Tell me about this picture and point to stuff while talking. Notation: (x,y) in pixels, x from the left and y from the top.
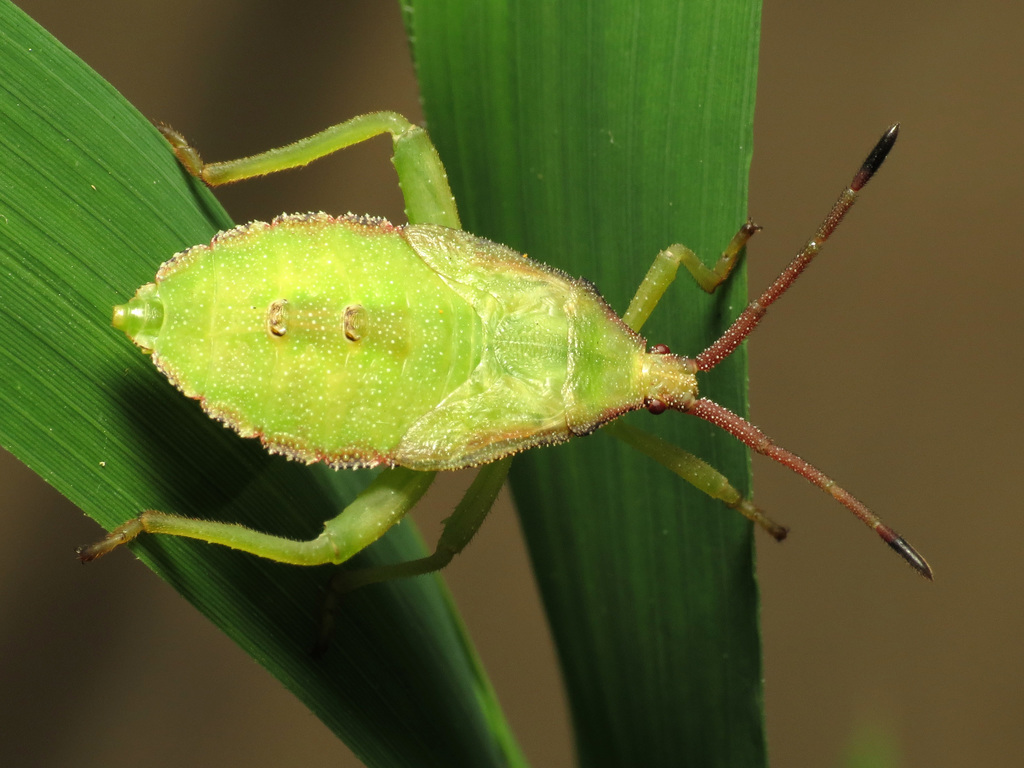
Here in this picture we can see a green colored bug (312,305) present on the plant (7,112) over there.
